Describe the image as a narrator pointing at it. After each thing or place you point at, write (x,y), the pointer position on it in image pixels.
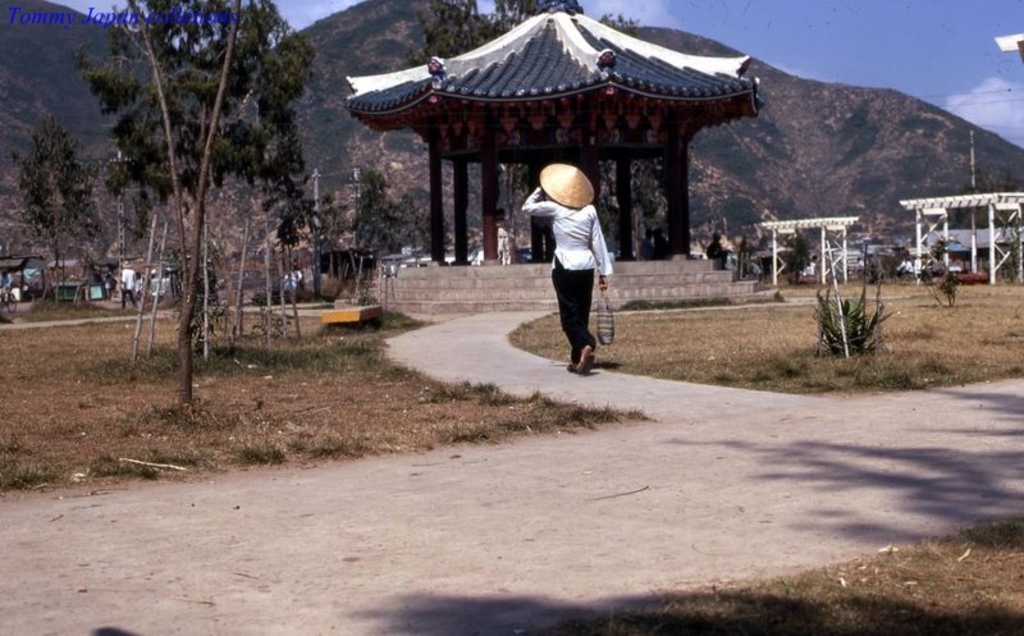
In the picture I can see people (580,222), trees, plants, a Chinese house (501,302) without side walls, poles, wires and some other things (421,349). In the background (786,117) I can see mountains (808,125) and the sky (923,43).
